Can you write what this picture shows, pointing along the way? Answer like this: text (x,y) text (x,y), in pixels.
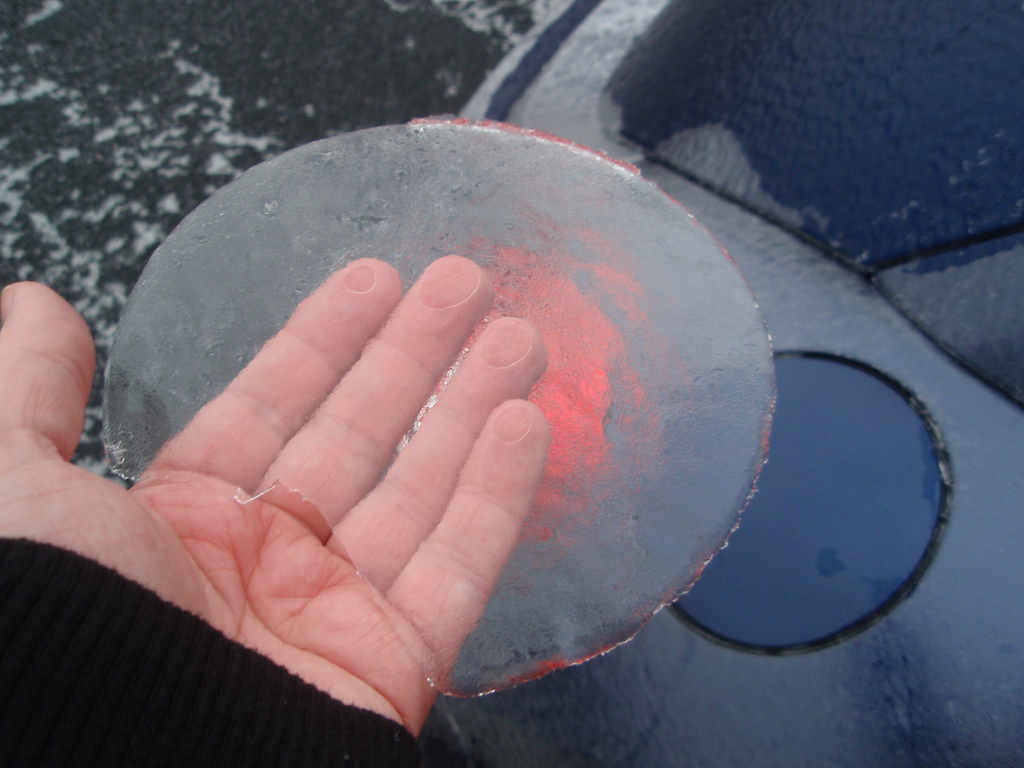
This image is taken outdoors. On the left side of the image (171,572) there is a hand (25,488) of a person (45,387) holding ice (294,265). In the background (689,62) it seems like a vehicle (535,57) covered with snow (848,678).
